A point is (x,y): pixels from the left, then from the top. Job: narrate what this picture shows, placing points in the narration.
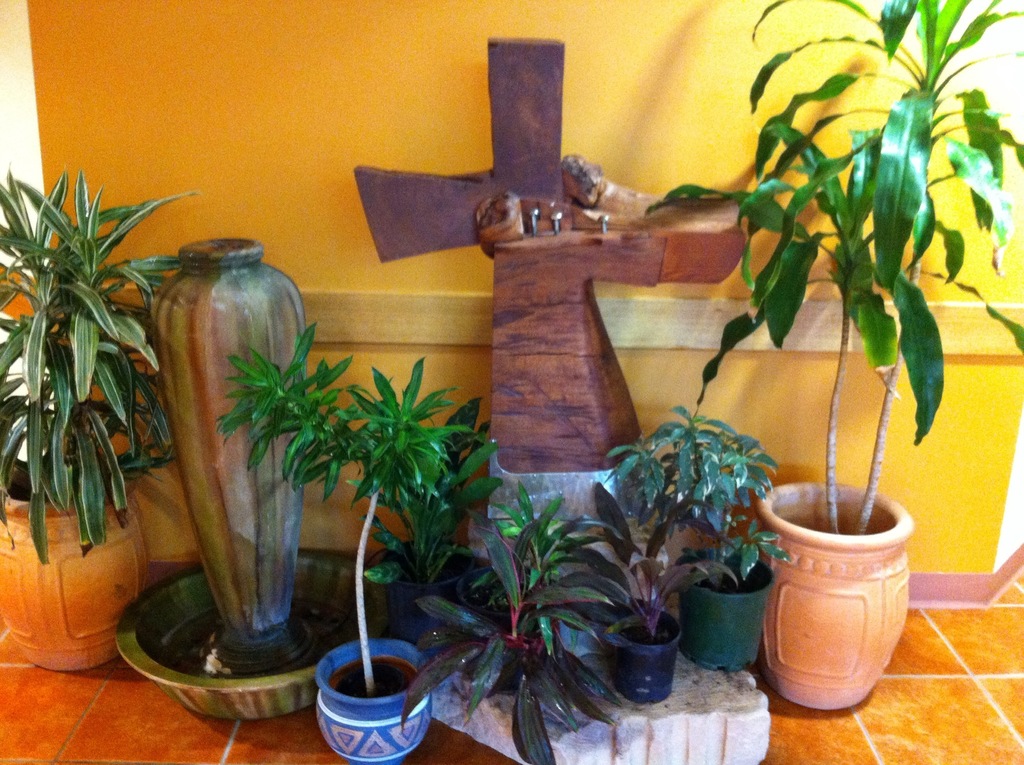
In the center of the image (530,391) there is a statue (560,307). On the right side of the image (821,638) we can see a plant (811,183) in a pot (782,541). On the left side of the image (42,315) we can see a plant (64,465) in a pot (65,516). At the bottom (494,560) there are plants (617,625). In the background (307,38) there is a wall (467,16).
